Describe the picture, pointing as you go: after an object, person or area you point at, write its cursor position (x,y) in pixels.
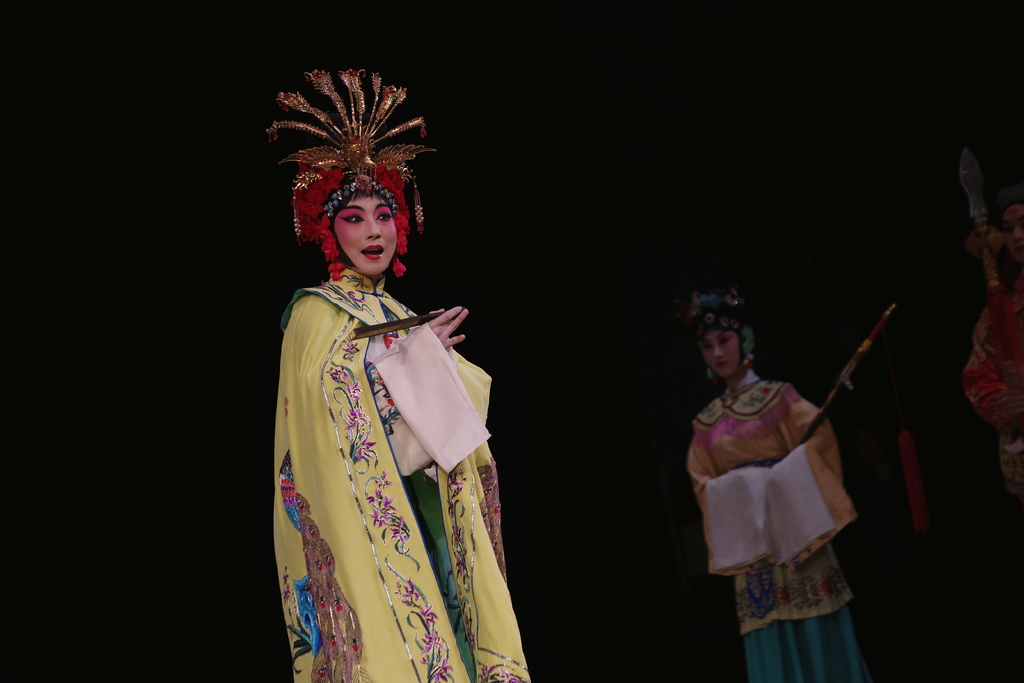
In this picture we can see people (397,162) wearing costumes (456,623) and performing on the stage (237,495) looking at someone.
